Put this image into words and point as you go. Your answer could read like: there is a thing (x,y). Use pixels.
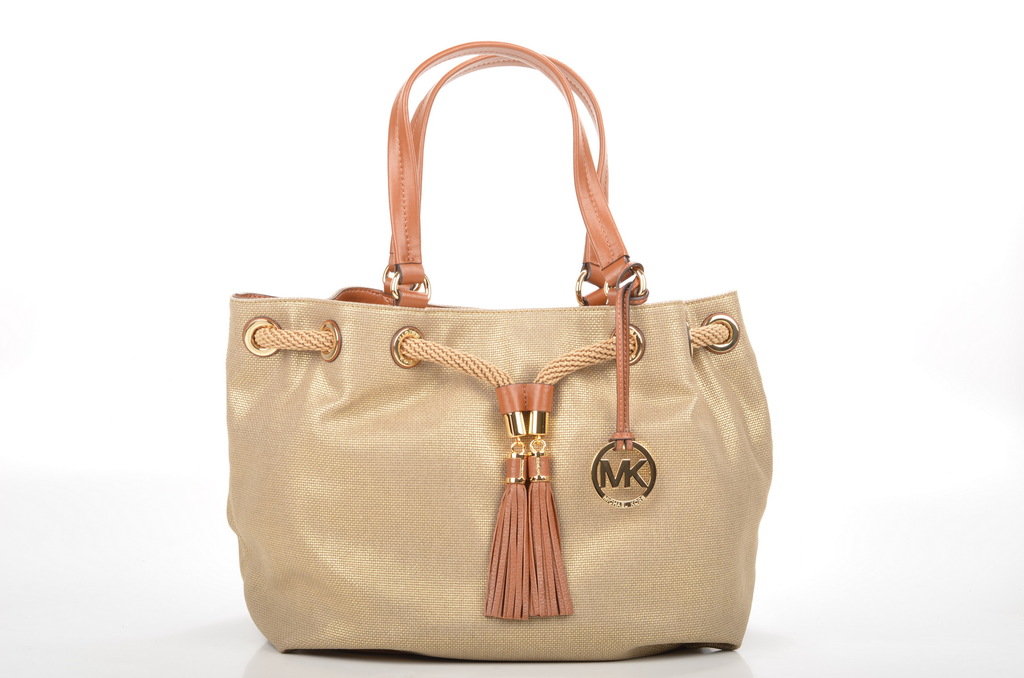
There is a brown bag (548,479) with a emblem (605,463) and handle (406,244). And the background (230,173) it is white.
